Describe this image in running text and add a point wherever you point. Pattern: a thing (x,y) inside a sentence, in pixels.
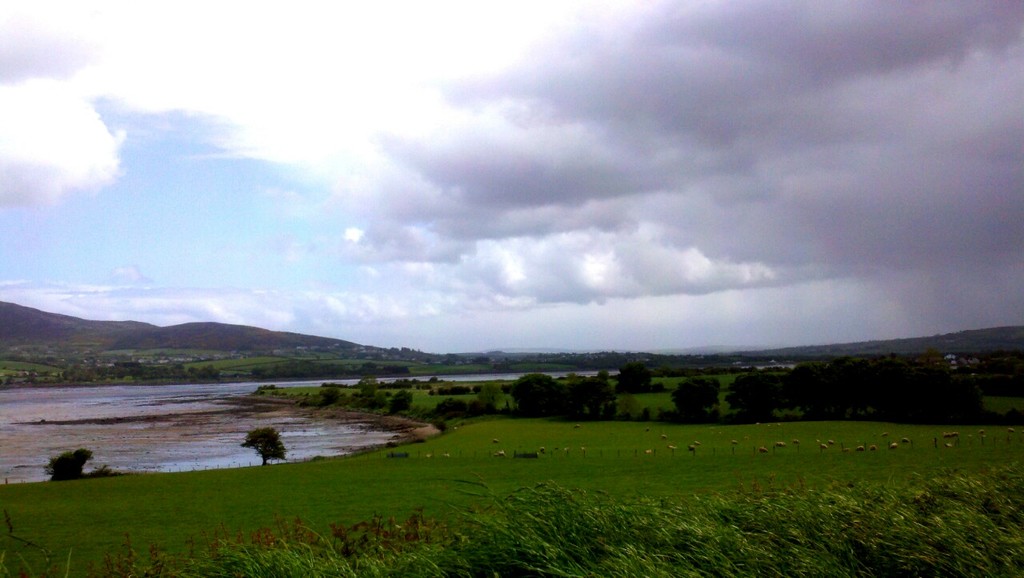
In this image I can see an open grass ground (536,465) in the front (414,465) and on it I can see number of trees (571,417). In the centre of the image (453,378) I can see water (453,378) and in the background (575,365) I can see number of trees (169,369) and mountains (197,331). On the top side of the image (794,142) I can see clouds (500,171) and the sky (223,204).
